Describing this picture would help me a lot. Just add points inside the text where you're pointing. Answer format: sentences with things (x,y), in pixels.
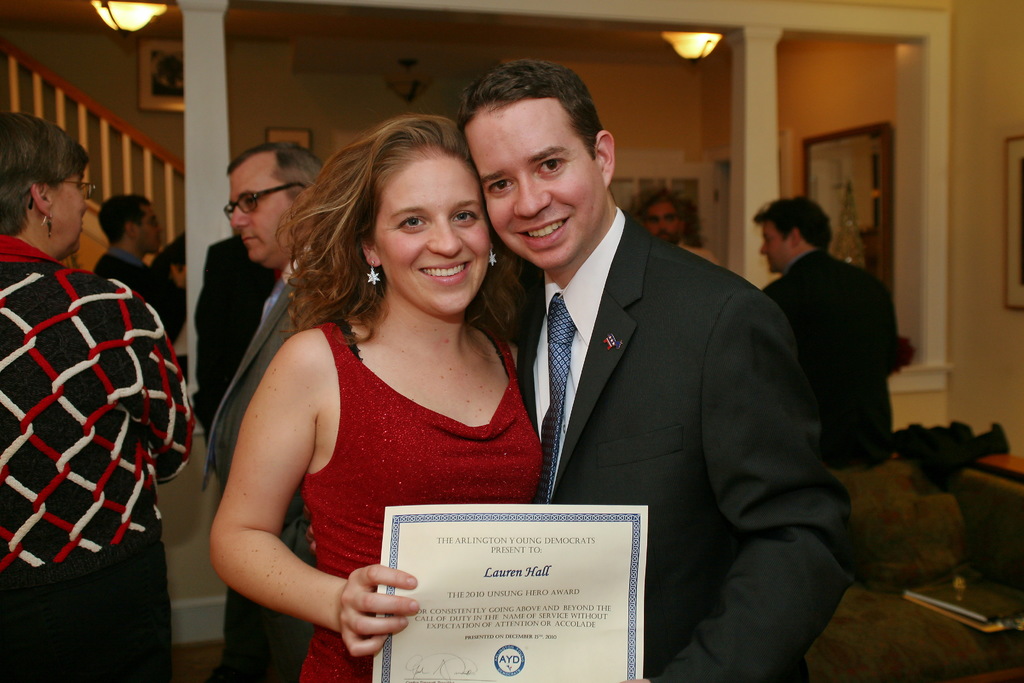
In this image we can see a man (583,205) and a woman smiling and holding a certificate (499,534). In the background (293,171) we can also see a few people (6,445) standing and this image is taken inside the building (693,169). We can see some frames (831,169) attached to the wall (966,172). We can also see two ceiling lights (693,50).
